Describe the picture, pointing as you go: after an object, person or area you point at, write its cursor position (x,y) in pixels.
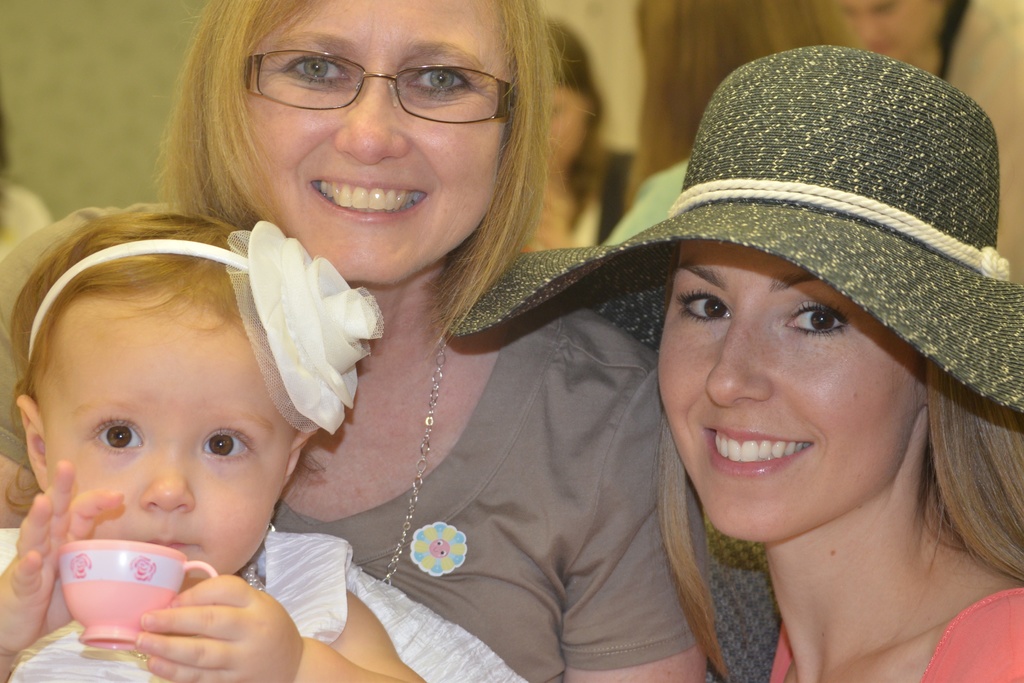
In this picture we can see women (522,534) who is wearing spectacle (332,75), locket (393,580) and t-shirt (526,491). She is holding a baby girl (260,528). This girl (252,461) wearing white color dress (304,569) and she is holding a cup (140,583). On the right (843,190) we can see a person (933,338) who is wearing hat (868,256) and pink color t-shirt (986,654). On the background (609,216) we can see a human (586,86) who is near to the wall (571,22).
